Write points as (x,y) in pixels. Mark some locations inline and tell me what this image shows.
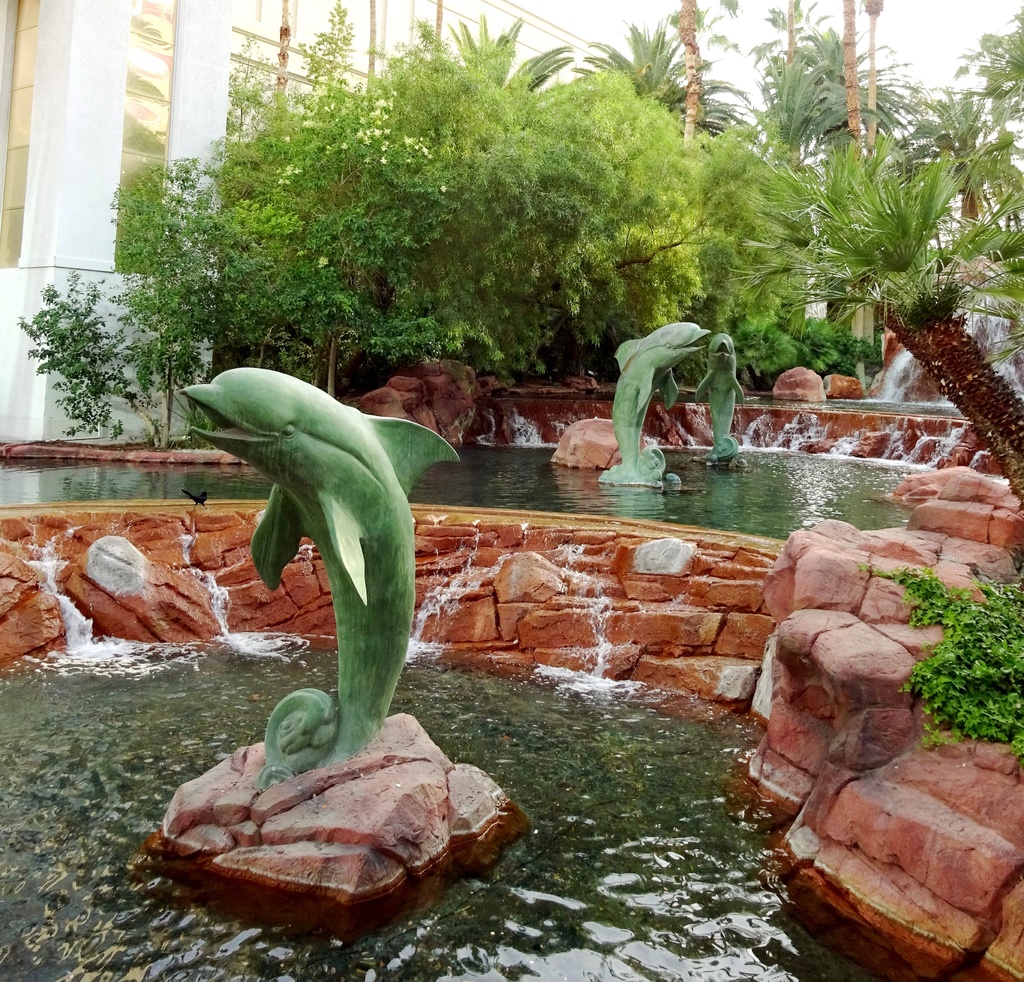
In the foreground of this image (413,621), there are dolphin statues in the water (742,514). We can also see few stones (745,606). In the background (915,385), there is water fall (918,370) and on either side to it, there are trees (1007,470) and plants (984,684). At the top (250,55), there is a building (226,31).
